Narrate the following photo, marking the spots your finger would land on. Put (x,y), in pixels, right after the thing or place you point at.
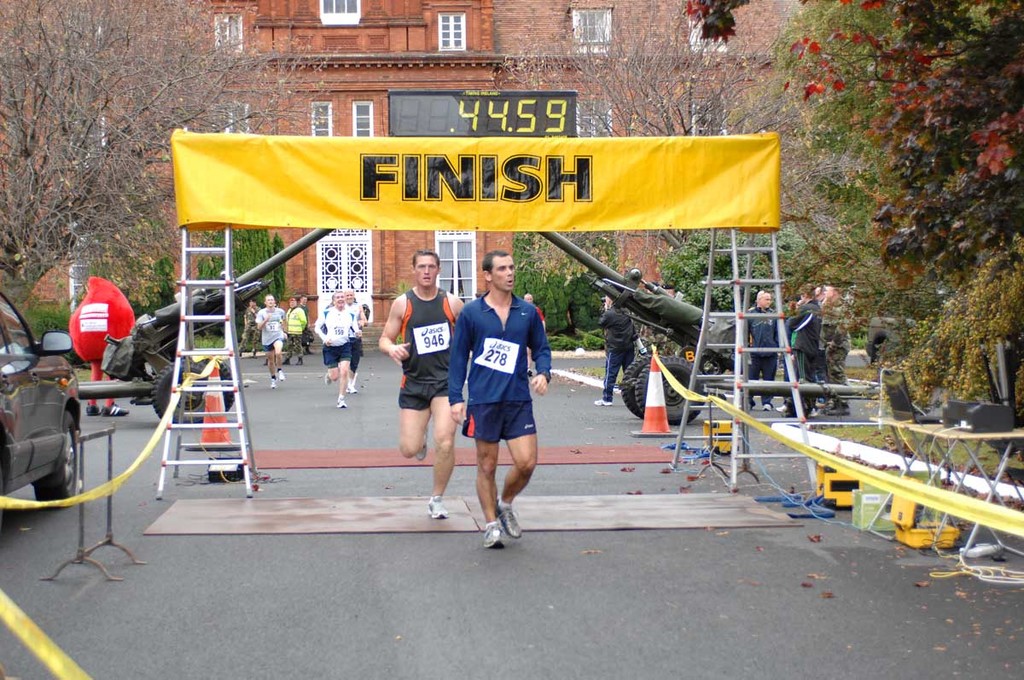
In this image, we can see people (397,312) running and some are standing. In the background (197,46), there are buildings (436,46), trees (622,111) and we can see a timer (505,126), a mascot (129,313), some vehicles (56,341), traffic cones (208,395), ribbons (117,488), ladders (739,368) and there is a banner (669,227) and some windows (582,122) and some stands (965,446). At the bottom (904,534), there are mats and we can see some other objects (861,504) on the road (558,544).
